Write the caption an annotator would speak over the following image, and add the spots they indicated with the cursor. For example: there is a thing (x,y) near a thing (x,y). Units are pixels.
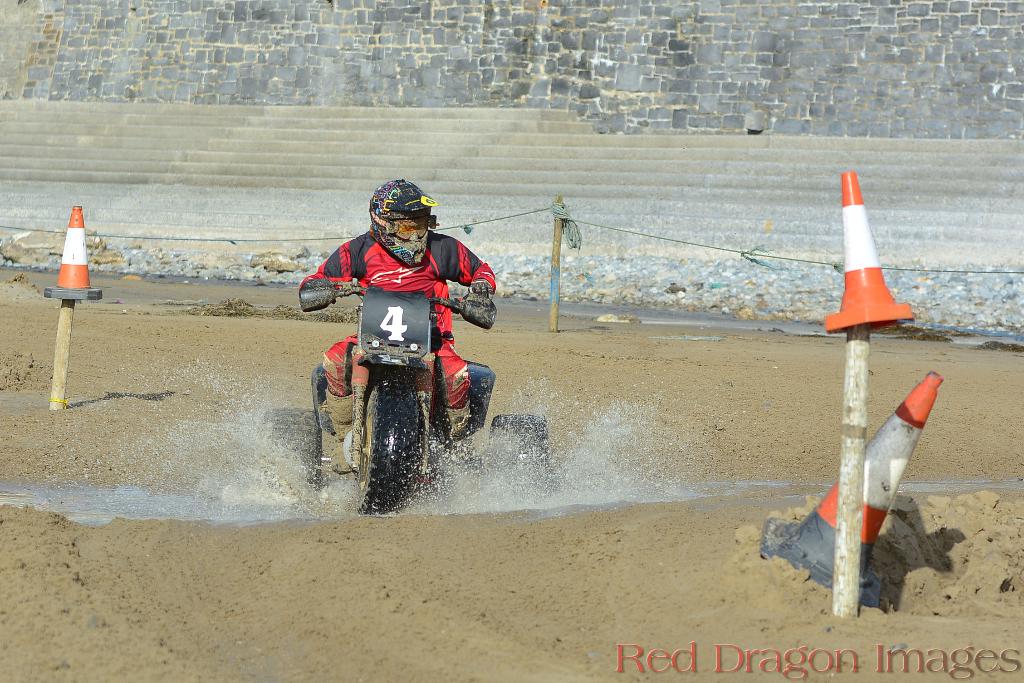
In the center of the image (438,256) we can see a person (438,313) wearing a helmet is riding a bike (416,351) in water (285,512). To the left (56,293) and right side of the image (862,346) we can see the cones (874,295) on wooden poles (847,439) and a cone (872,525) placed on the ground (790,590). In the background (539,241), we can see a pole (558,266) with ropes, some rocks (592,267) on ground (781,269) and the wall (848,133). At the bottom right corner of the image (805,655) we can see some text (905,661).
